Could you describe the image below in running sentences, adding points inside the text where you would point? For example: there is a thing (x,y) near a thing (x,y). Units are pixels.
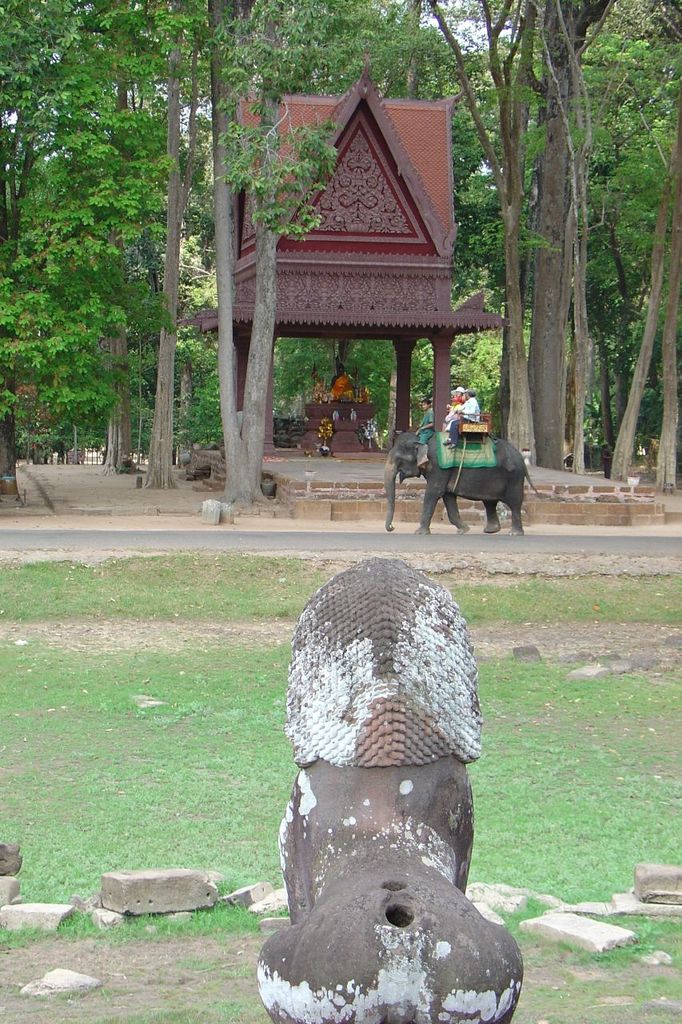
In this image there is a statue (396,563) at the bottom (283,1017) and there are people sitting on an elephant (427,518) behind it there is a temple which has a statue (347,385) in it and is surrounded by trees (564,107).
